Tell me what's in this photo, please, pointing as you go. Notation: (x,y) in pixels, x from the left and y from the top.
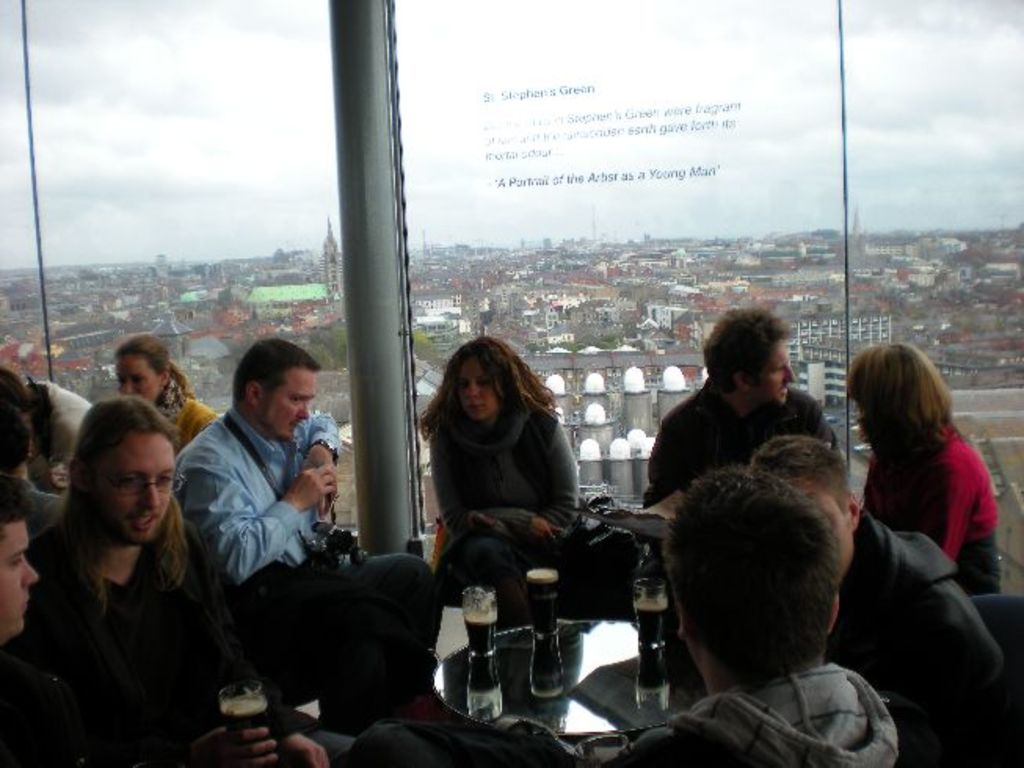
In this picture we can see some group of people (140,528) are sitting in one place, in front (607,651) there is a table (588,697) on which some glasses (541,648) are placed, we can see glass windows (583,310).
